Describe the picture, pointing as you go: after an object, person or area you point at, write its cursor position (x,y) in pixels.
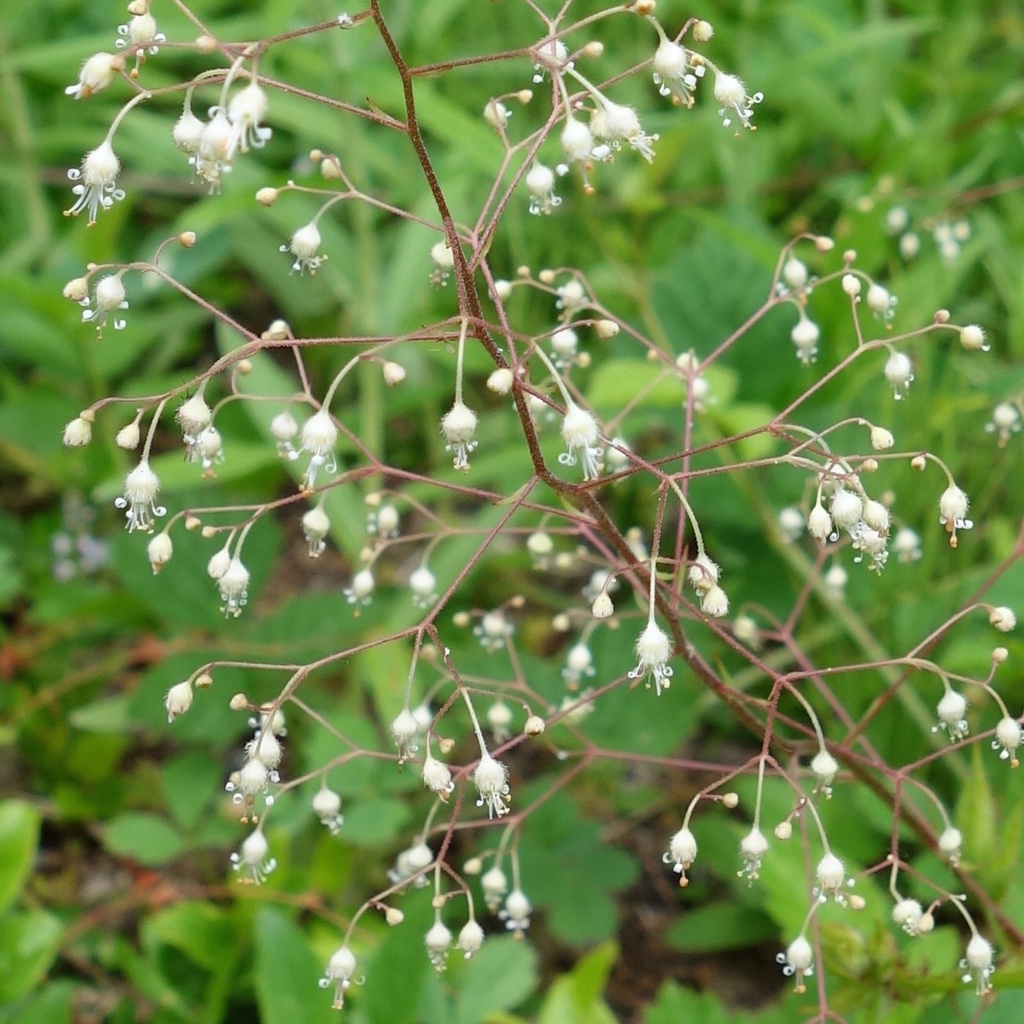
There are many white color flowers (821,777) on a stem (700,611). In the background (332,572) it is green and blurred.
